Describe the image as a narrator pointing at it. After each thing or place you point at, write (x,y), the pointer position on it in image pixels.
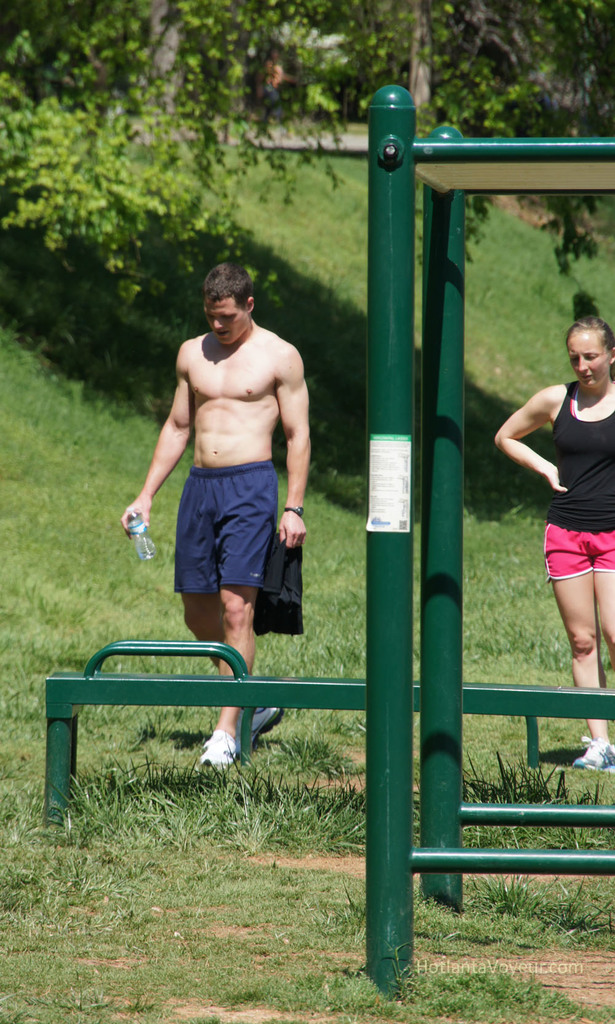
In the image there are green color rods (491,698). Behind them there is a man (224,557) and lady (578,530) is standing. In the background (487,87) there are trees (305,37) and also there is grass (344,414) on the ground (116,758).
